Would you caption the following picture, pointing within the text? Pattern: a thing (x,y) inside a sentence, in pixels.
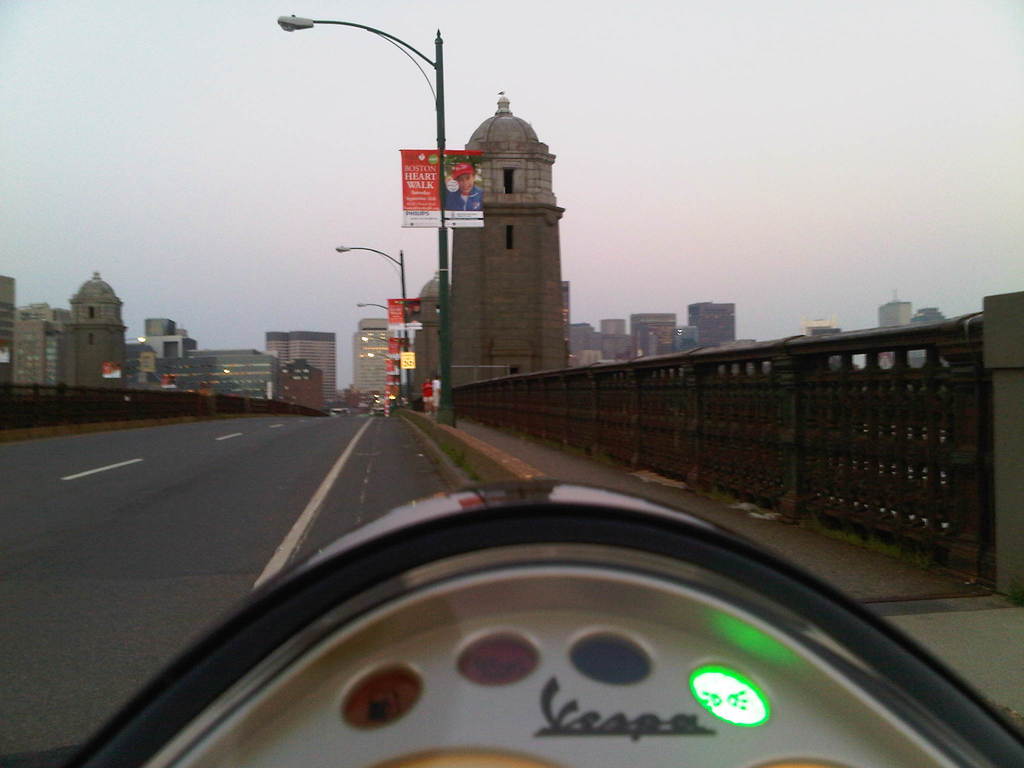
In this image I can see buildings (379,347), street lights (445,396), fence (700,454) and a road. In the background (684,267) I can see the sky (686,213). I can also see some banners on the poles (443,231).
